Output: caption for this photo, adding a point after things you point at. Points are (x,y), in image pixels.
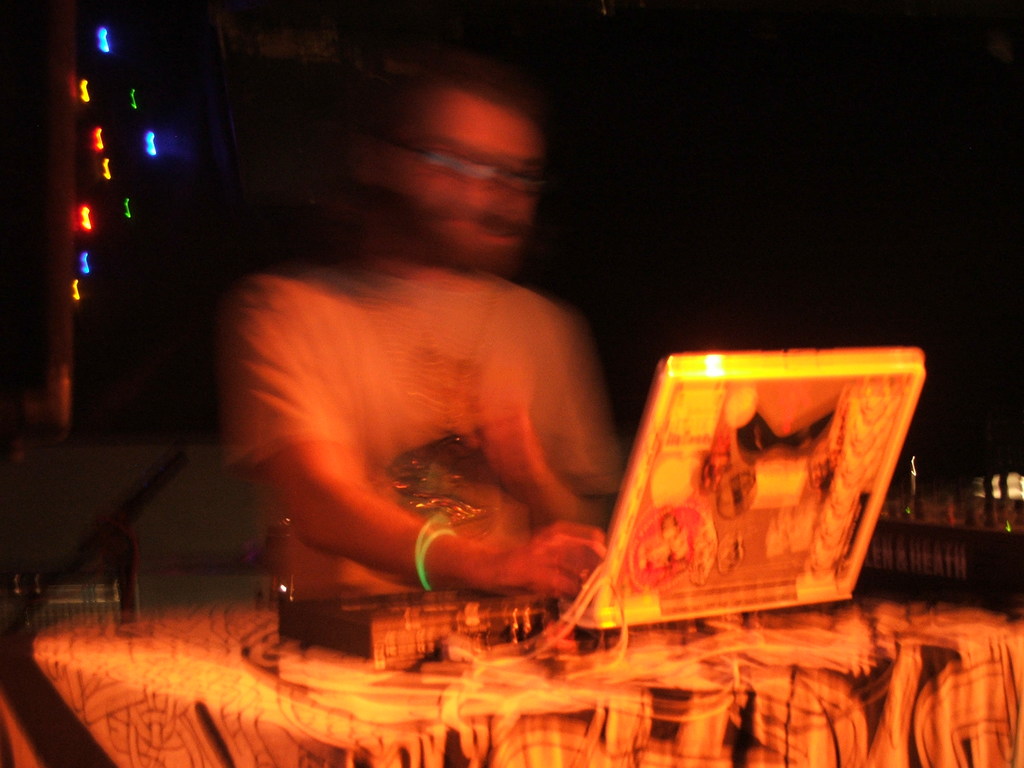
In this picture we can observe a laptop (679,607) placed on the table (504,688). There is a person (449,354) standing in front of the laptop (763,464). He is wearing a T shirt (410,396). On the left side (136,102) we can observe different colors of lights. The background (138,272) is completely dark.
